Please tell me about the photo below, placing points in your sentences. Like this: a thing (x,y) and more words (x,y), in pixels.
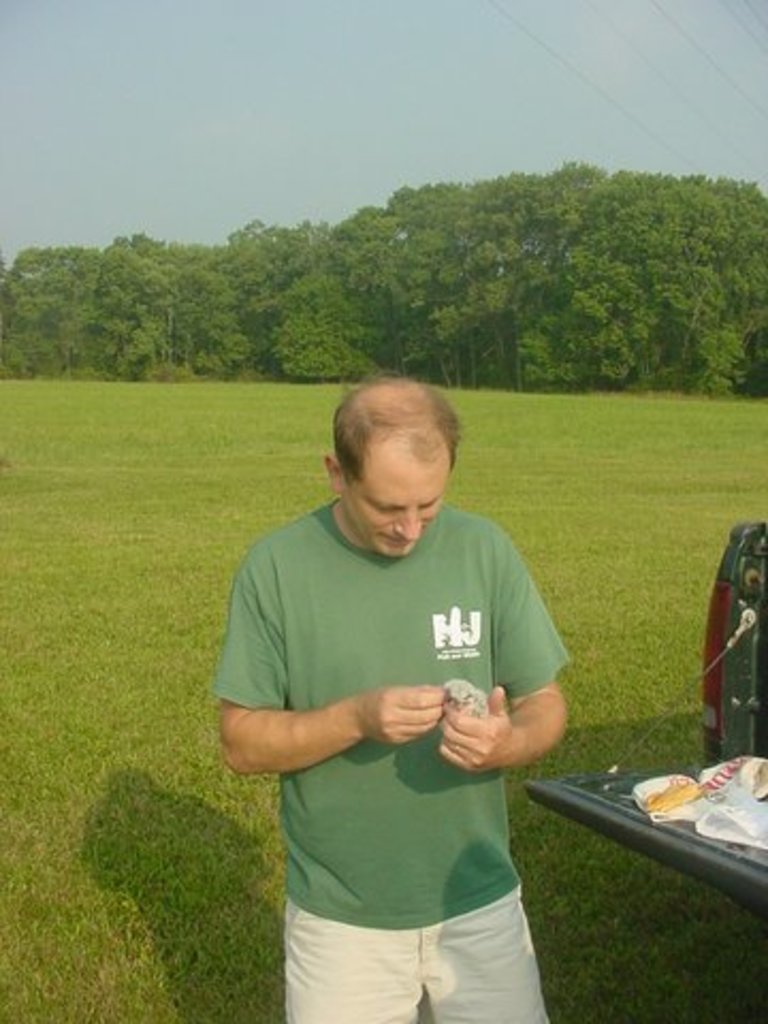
In this image there is the sky (360,87) towards the top of the image (415,93), there are trees (330,278), there is grass (173,749) towards the bottom of the image (177,718), there is a man (362,622) standing towards the bottom of the image (438,710), he is holding an object (473,691), there is an object (737,561) towards the right of the image (712,710) that looks like a vehicle (718,759).
